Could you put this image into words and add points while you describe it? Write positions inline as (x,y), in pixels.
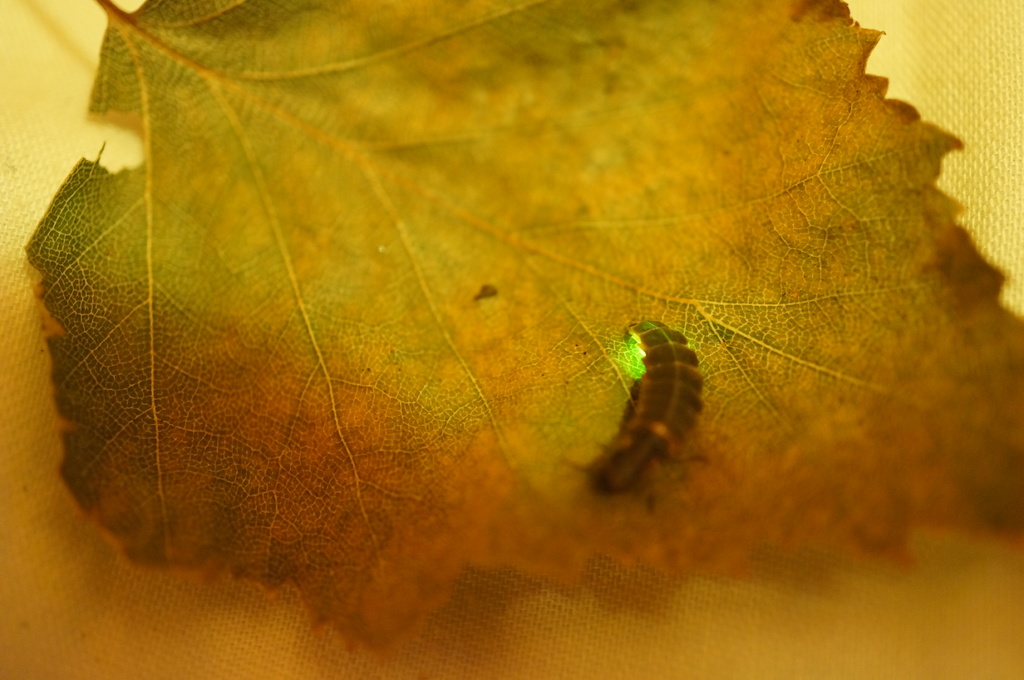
In this image I can see an insect (642,469) on the green and brown color leaf (692,178). Background (25,36) is in yellow color.
